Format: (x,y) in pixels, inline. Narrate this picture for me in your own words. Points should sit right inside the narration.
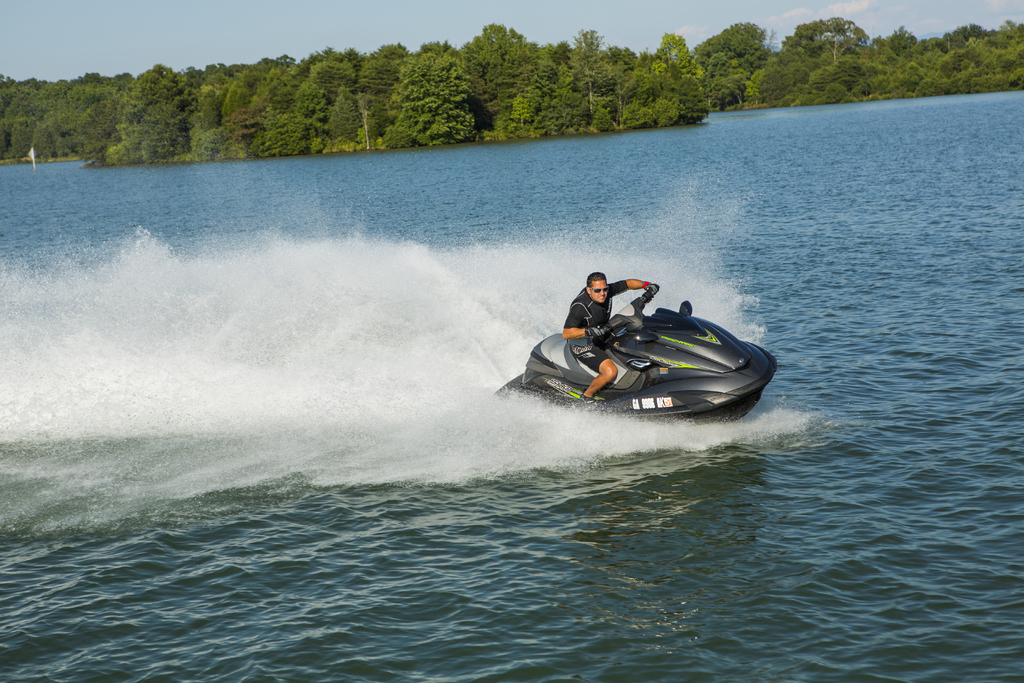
In this image I can see a person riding on vehicle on the lake (377,227), at the top (623,122) I can see the sky (192,26) and tree (864,35).
